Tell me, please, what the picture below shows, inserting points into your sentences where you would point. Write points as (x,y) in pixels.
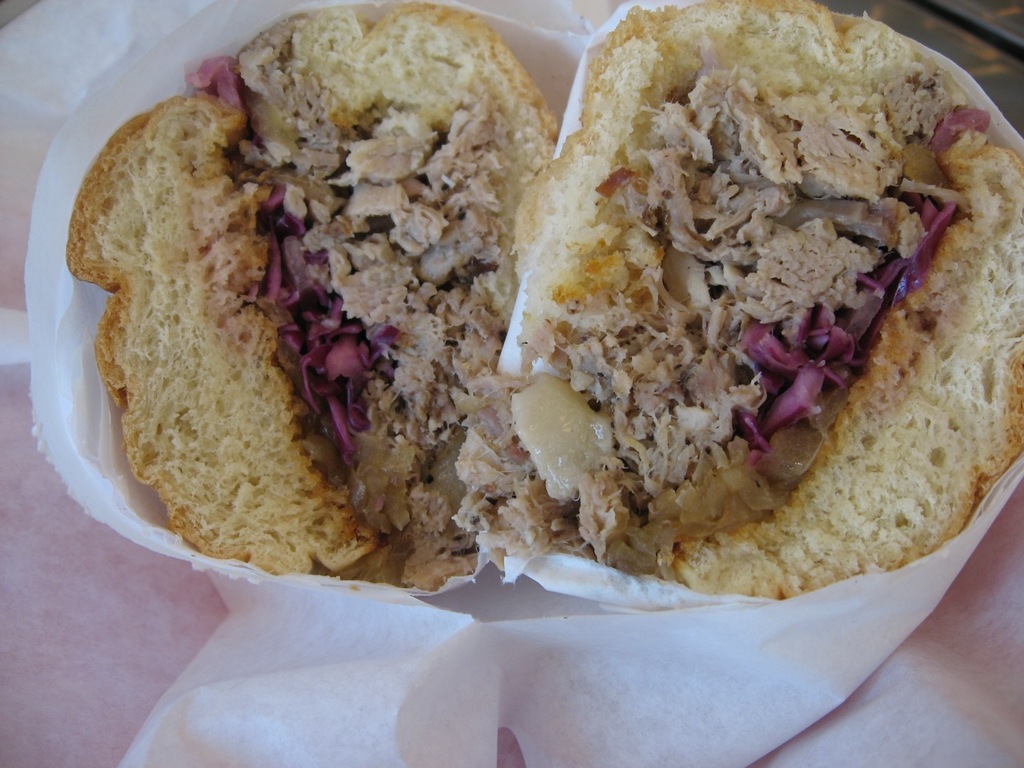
In the picture we can see a paper made cup (85,342) with two bread slices (127,350) in it we can see some vegetable mixture (828,352) and some meat mixture (445,207) in it.
